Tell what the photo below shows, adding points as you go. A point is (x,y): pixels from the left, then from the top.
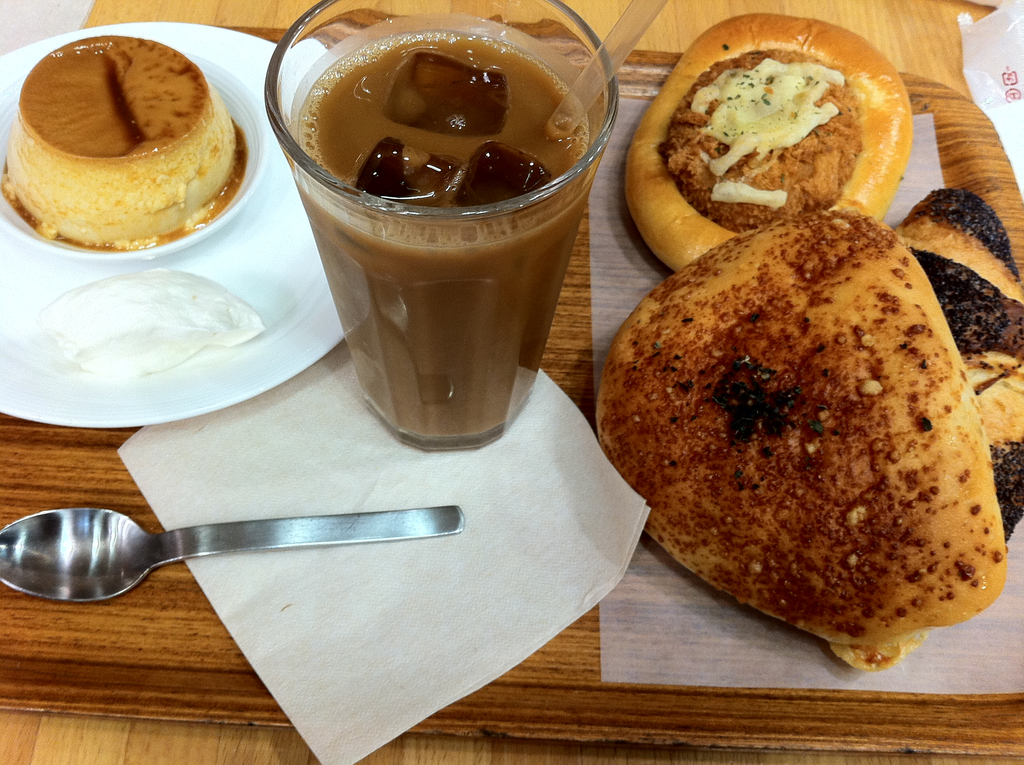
In this image we can see a tray (163,704) on a table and on the tray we can see food items (796,397), tissue papers (469,494), a glass (413,326) with liquid (515,82), straw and ice cubes (486,87) in it and on the left side (140,226) there is a food item (122,191) in a small plate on the other plate (61,371).
